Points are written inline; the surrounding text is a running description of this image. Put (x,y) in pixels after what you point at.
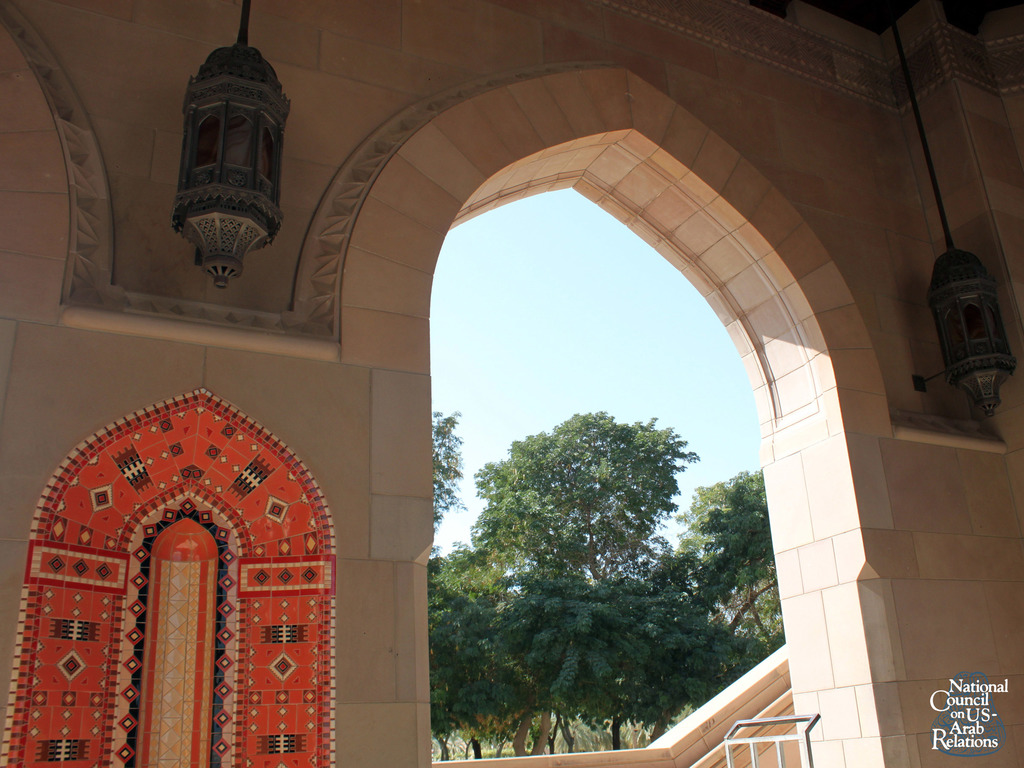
In this image we can see an entrance arch (797,696), chandeliers (259,203) hanging from the top, paintings (211,642) on the wall (910,575), trees (637,679) and sky (541,334).
